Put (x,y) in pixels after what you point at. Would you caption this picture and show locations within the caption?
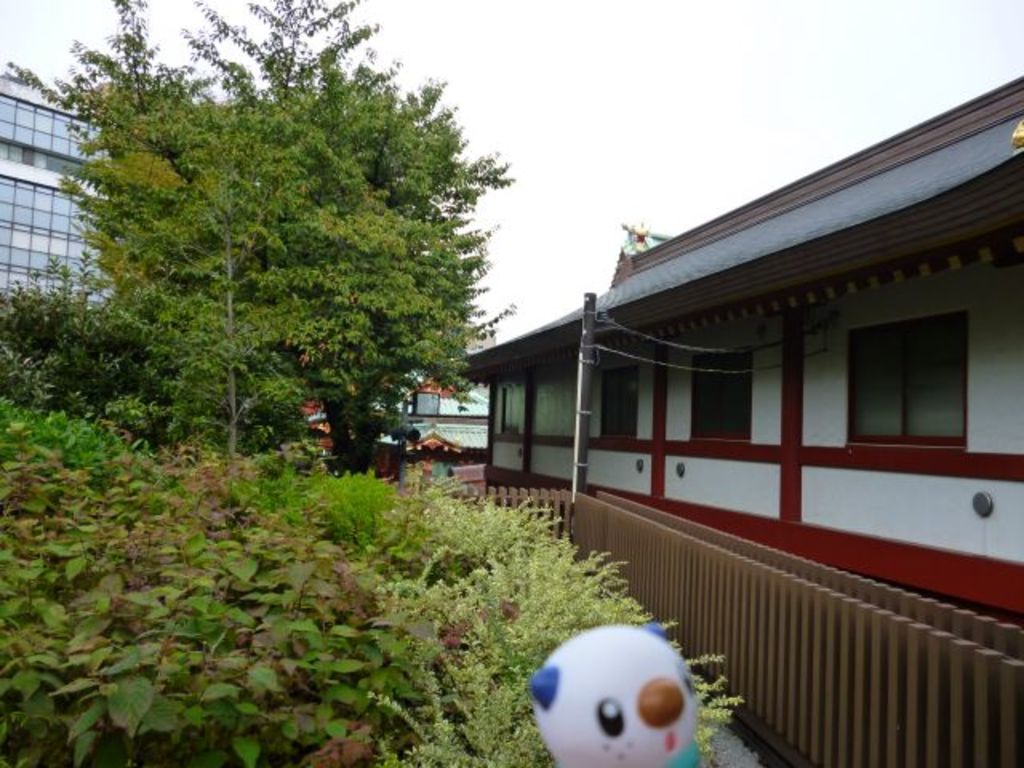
At the bottom (604,700), we see a toy (596,706) in white color. On the left side (304,378), we see the plants (295,549) and the trees (331,403). On the right side (760,575), we see the railing (681,565), electric pole (580,465) and a building (694,430) in white and red color with a brown color roof (695,306). There are buildings (425,438) in the background (57,168). At the top (514,98), we see the sky (514,125).
